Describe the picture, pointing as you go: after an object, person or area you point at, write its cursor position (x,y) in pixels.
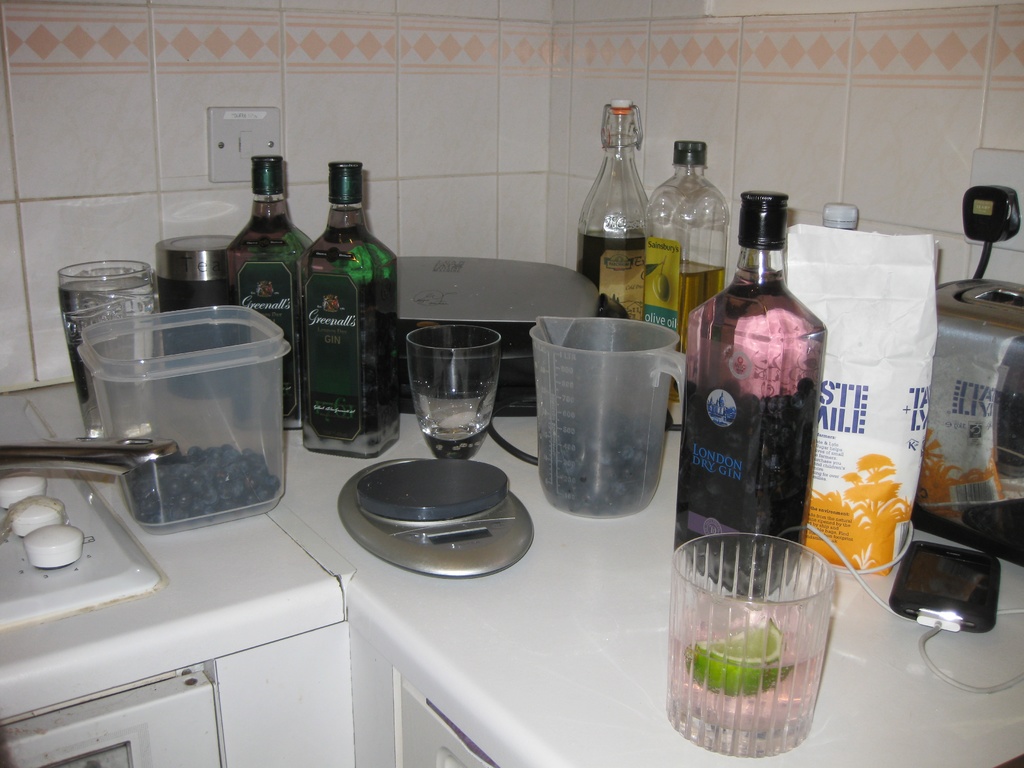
This picture is of inside. In the foreground (803,717) we can see the glasses (752,582), jars (581,424) and bottles (819,368) placed on the top of the platform (359,611). In the background (322,47) we can see a switch board (264,120) and a wall (575,103).
